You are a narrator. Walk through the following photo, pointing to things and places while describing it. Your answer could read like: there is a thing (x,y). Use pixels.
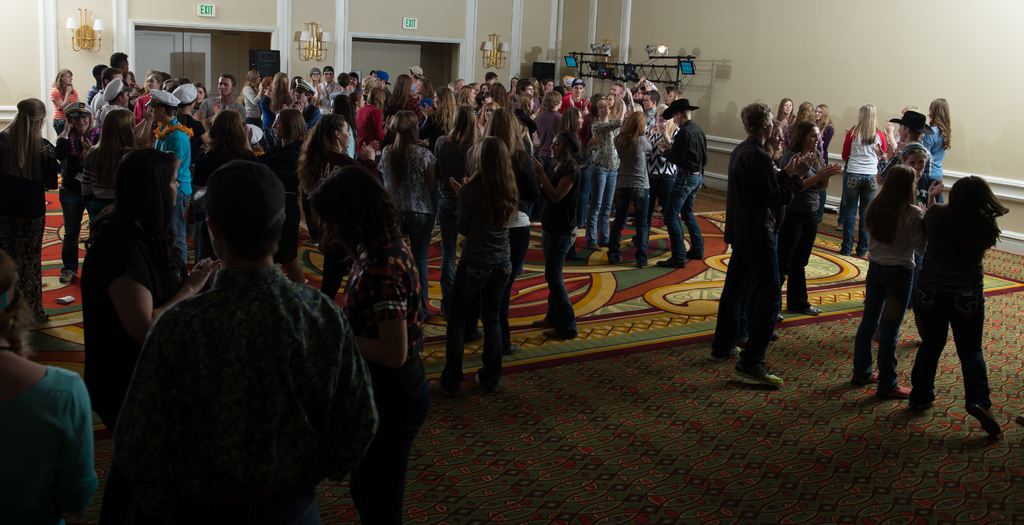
In this image we can see the people (484,229) standing on the mat (609,322) and we can see the wall (596,80) with lights (314,53) and exit boards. And there are lights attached to stand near the wall (293,20). In the background (178,50), we can see a doors (193,82).
